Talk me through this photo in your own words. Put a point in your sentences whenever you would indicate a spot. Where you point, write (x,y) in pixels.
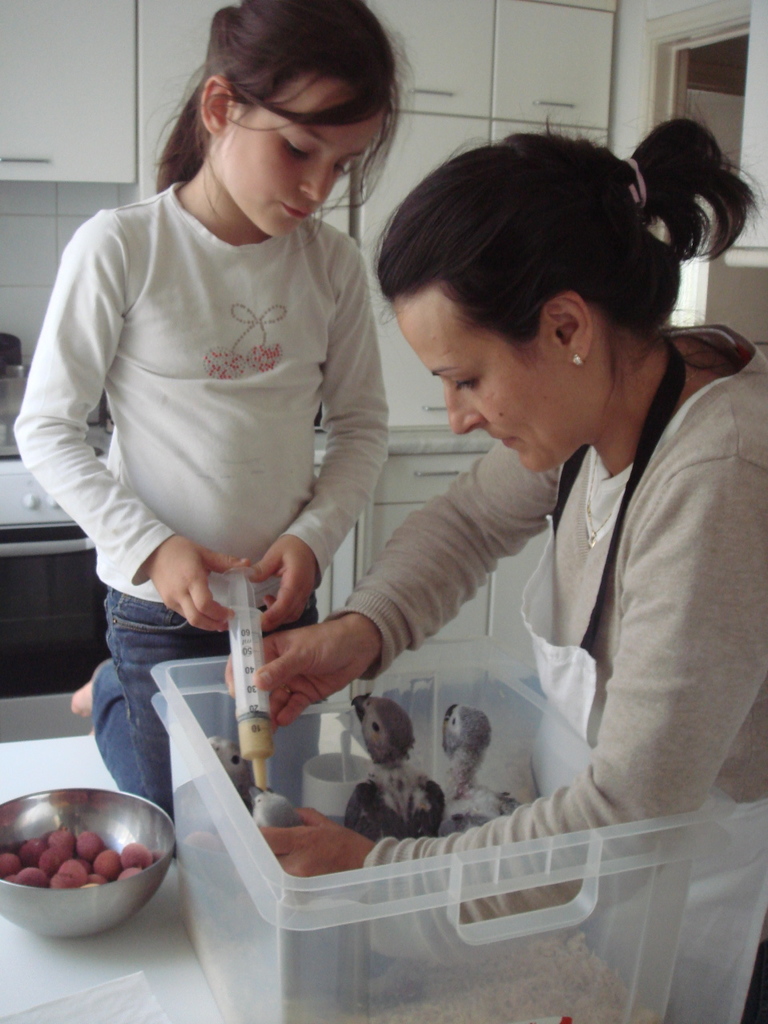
In the foreground (234,450) I can see two persons (453,532) and one person (701,715) is holding a injection (257,636) in hand (319,659). At the bottom (296,740) I can see a box (434,984) in which baby parrots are there and a bowl (86,930) on the table (17,755). In the background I can see a wall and a door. This image is taken in a room (578,117).
